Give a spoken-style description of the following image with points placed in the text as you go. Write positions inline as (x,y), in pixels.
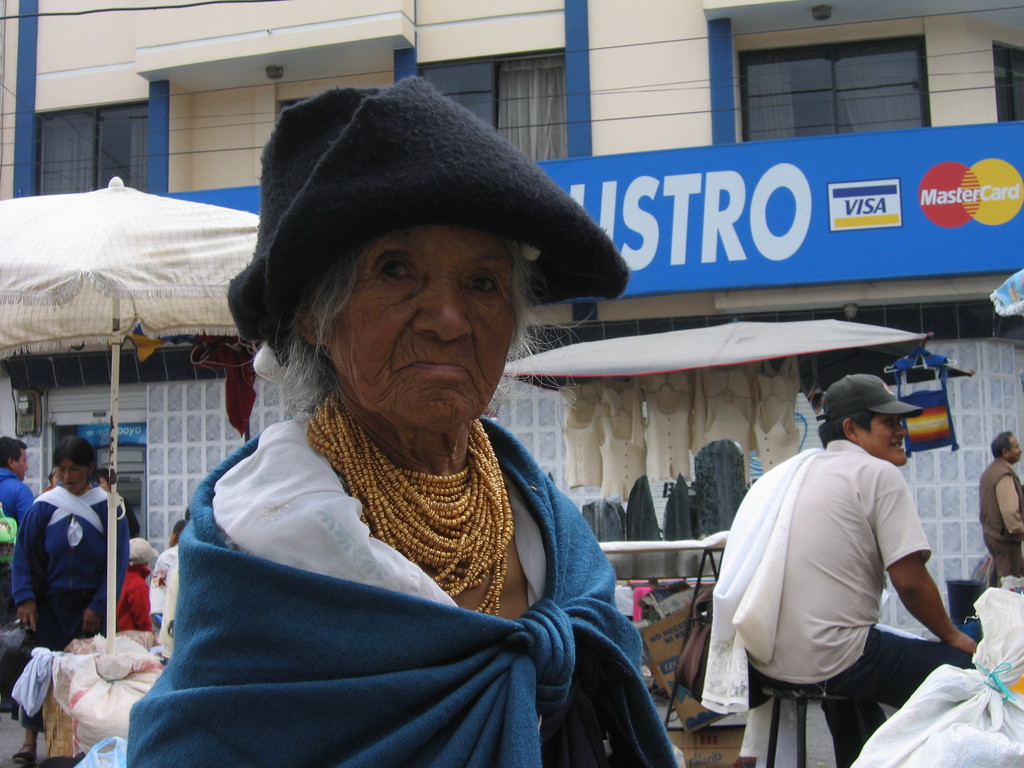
In this image we can see people (319,553). In the background of the image (16,148) there is a building (250,25) with board (626,241) with some text (756,193) on it. There are windows (920,77). There is a white color umbrella (168,322). There is a clothes stall (610,443).
